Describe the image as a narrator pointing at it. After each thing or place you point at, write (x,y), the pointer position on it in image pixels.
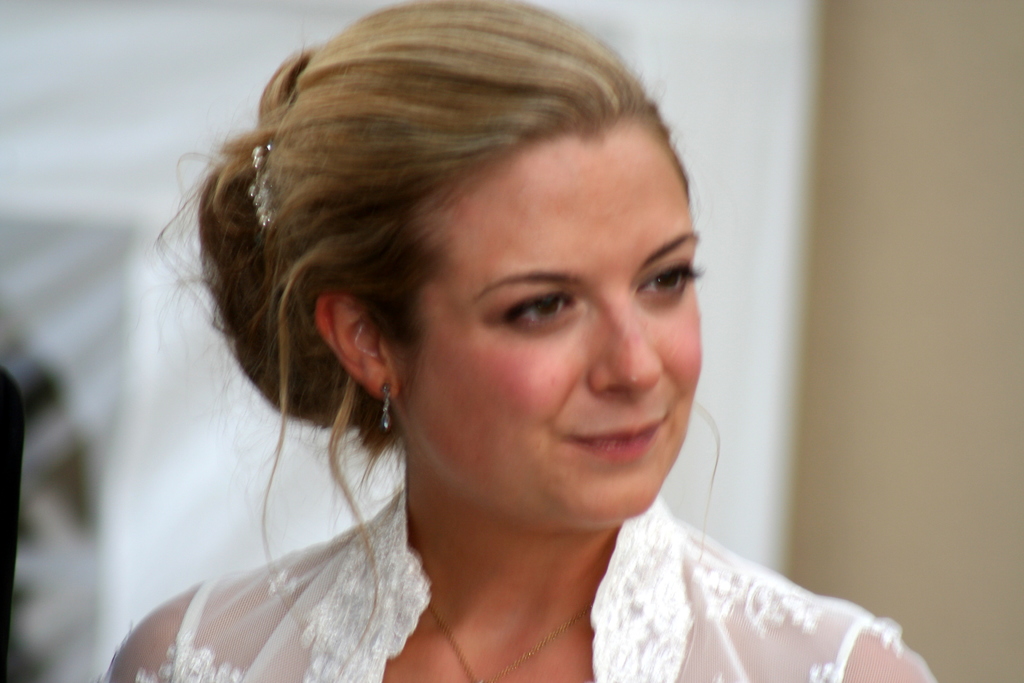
There is a woman (576,468). Background (126,124) it is white color.
